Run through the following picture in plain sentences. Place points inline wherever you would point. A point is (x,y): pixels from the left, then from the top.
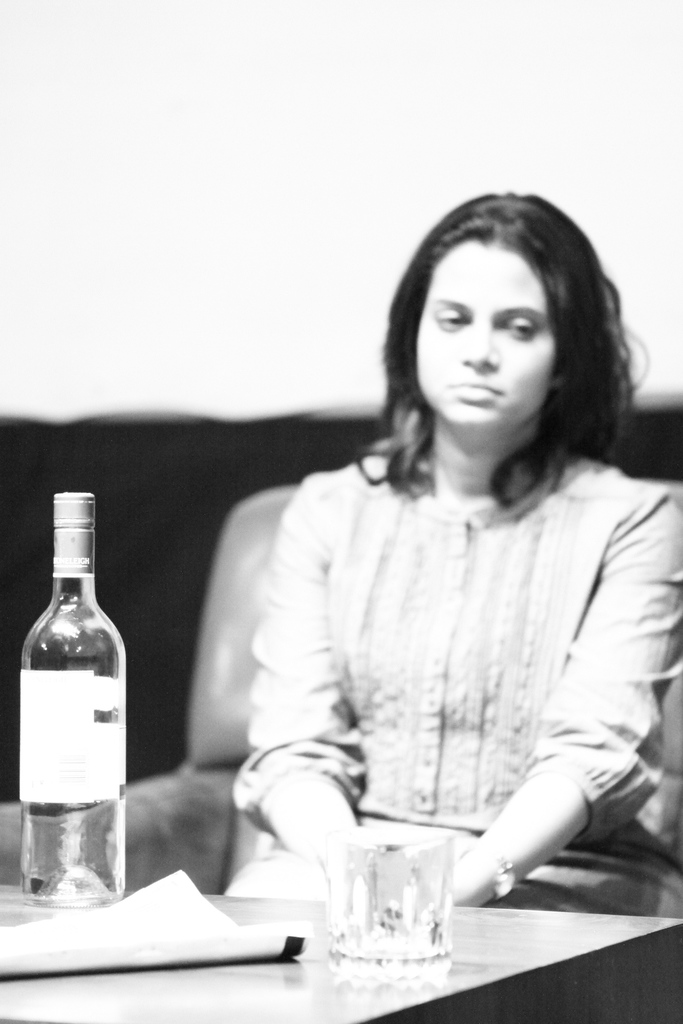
In this picture we can see a bottle (95,811), glass (336,925) and a paper (268,936) on the table (483,939). In front of the table (494,927) a woman (425,614) is seated on the chair (252,670).
